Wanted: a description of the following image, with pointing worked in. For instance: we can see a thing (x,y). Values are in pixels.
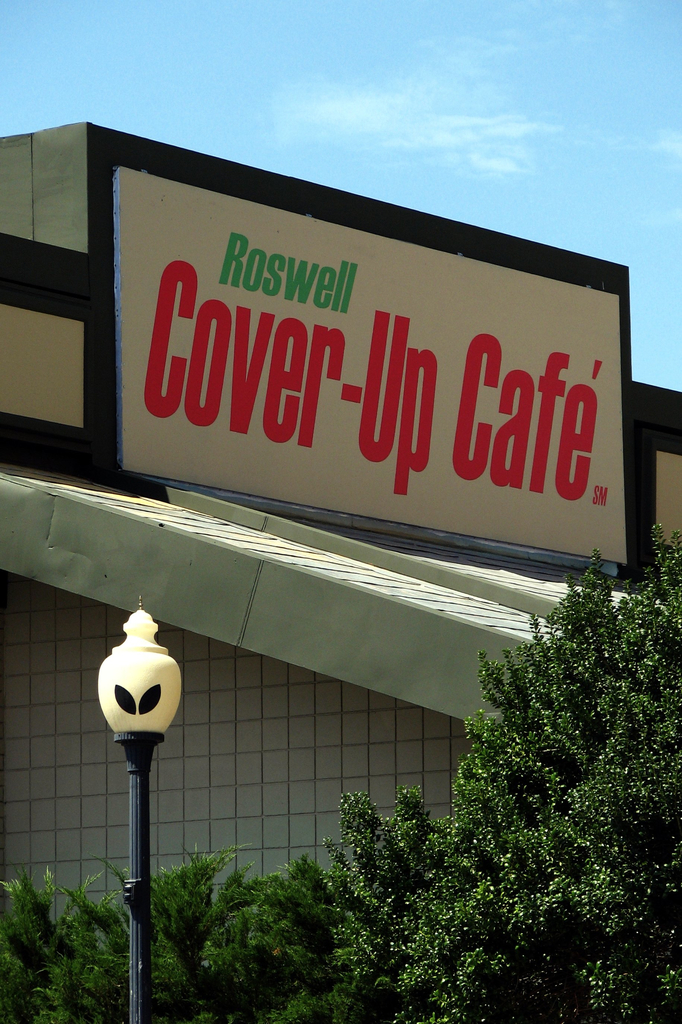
In this image we can see a board (261,353) with some text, plants (623,825), pole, wall (264,736) and in the background (354,81) we can see the sky (119,55).
